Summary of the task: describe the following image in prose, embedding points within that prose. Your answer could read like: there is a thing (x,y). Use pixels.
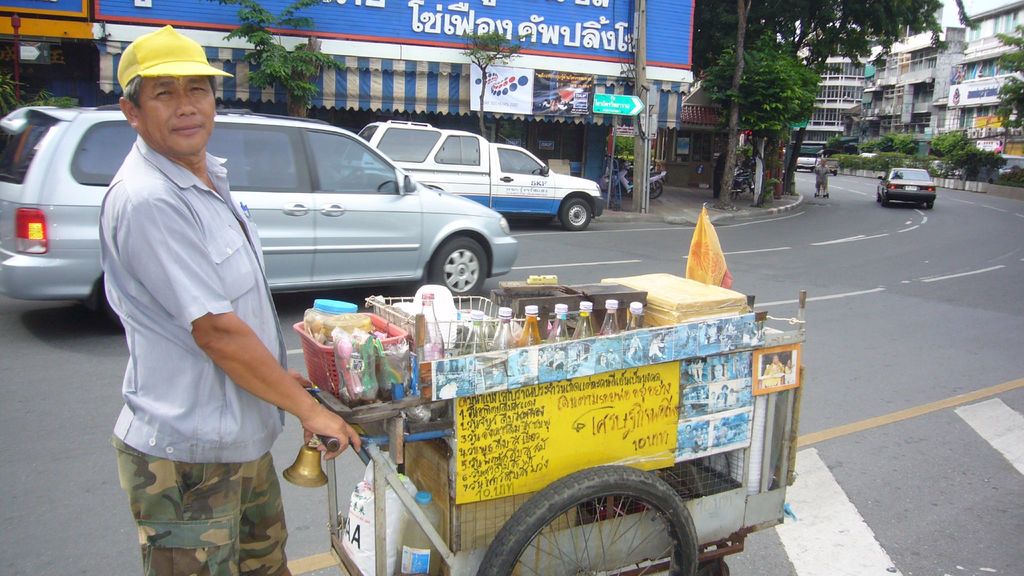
In this picture, we can see a few people (240,212), and among them a person (265,317) is holding a wooden trolley (405,396) with some objects (588,306) on it like bottles (608,330), box (603,313), and we can see a board (579,439) with some text (604,423) on it, we can see the road (904,288), a few vehicles (505,211), stores (335,75), posters (589,90) with text (489,20), poles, boards (967,102), buildings (866,79) with windows (970,120), and trees (765,77).
